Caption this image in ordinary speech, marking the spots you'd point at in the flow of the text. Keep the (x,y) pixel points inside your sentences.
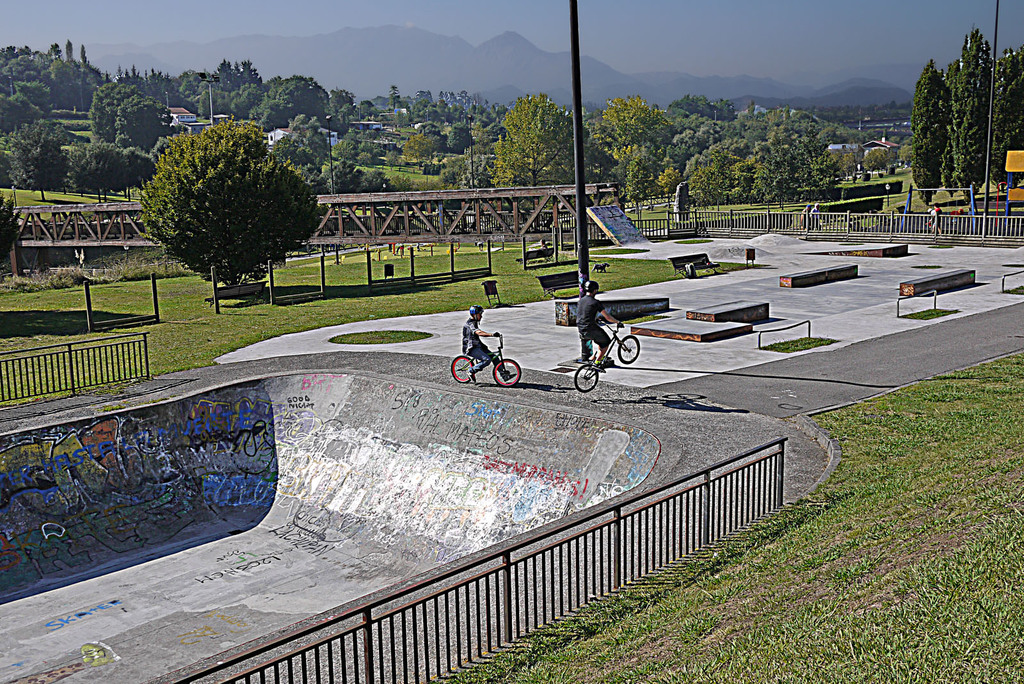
In this picture there are two boys (473,330) riding a bicycle (589,373) on the skating track (678,359). In the front (421,653) bottom side there is a fencing grill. Behind we can see the grass field (74,326) and iron frame bridge (133,237). In the background (350,177) there are many trees (495,135) and mountains (480,45).
